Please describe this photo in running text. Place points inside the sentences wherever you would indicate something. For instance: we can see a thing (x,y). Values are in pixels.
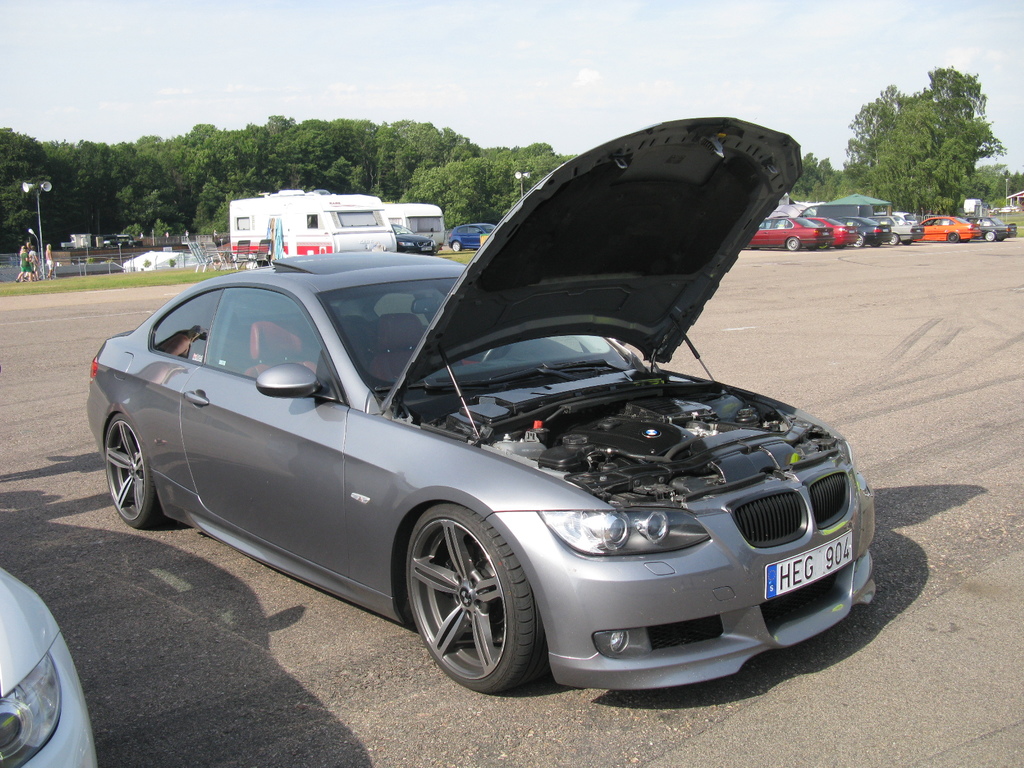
In this image I can see many vehicles (608,390) on the road (784,279). To the left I can see the poles (43,265) and few people (32,272). In the background (378,155) I can see many trees (378,155), clouds (761,88) and the sky (496,13).
